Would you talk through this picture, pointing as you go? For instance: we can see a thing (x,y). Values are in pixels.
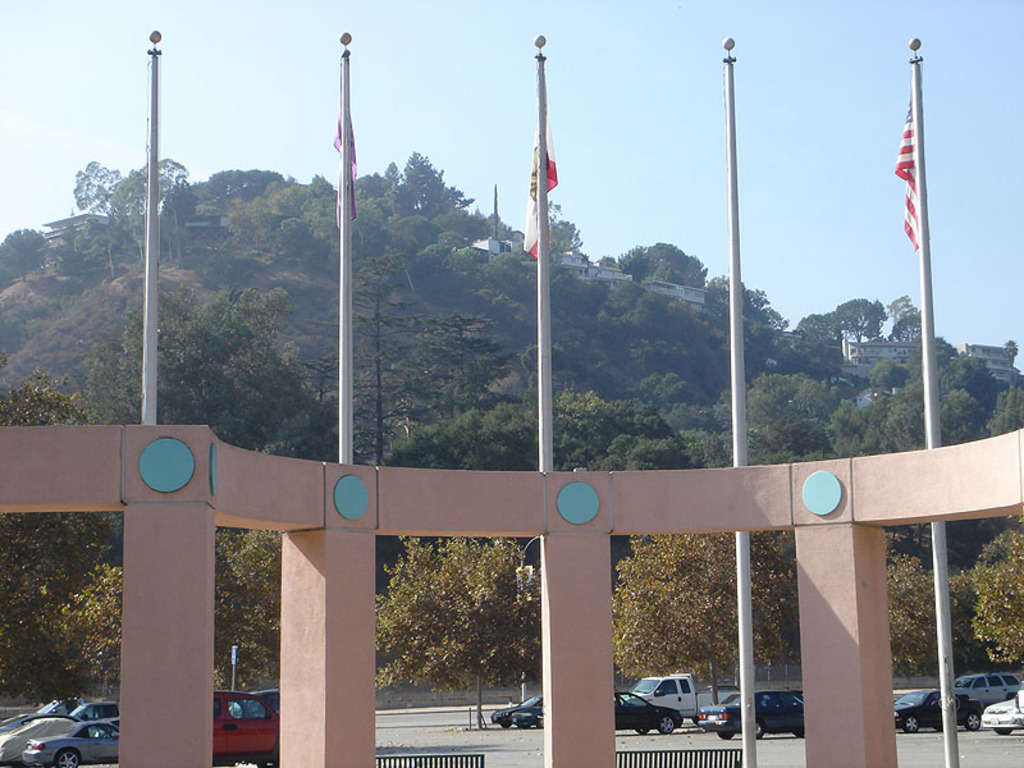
In the foreground of this image (364,625), it seems like an architecture (609,538) on which there are flags (340,203). In the background (586,462), there are few vehicles (738,713) parked in the parking lot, trees (520,362), buildings (996,352) and the sky (423,54).
